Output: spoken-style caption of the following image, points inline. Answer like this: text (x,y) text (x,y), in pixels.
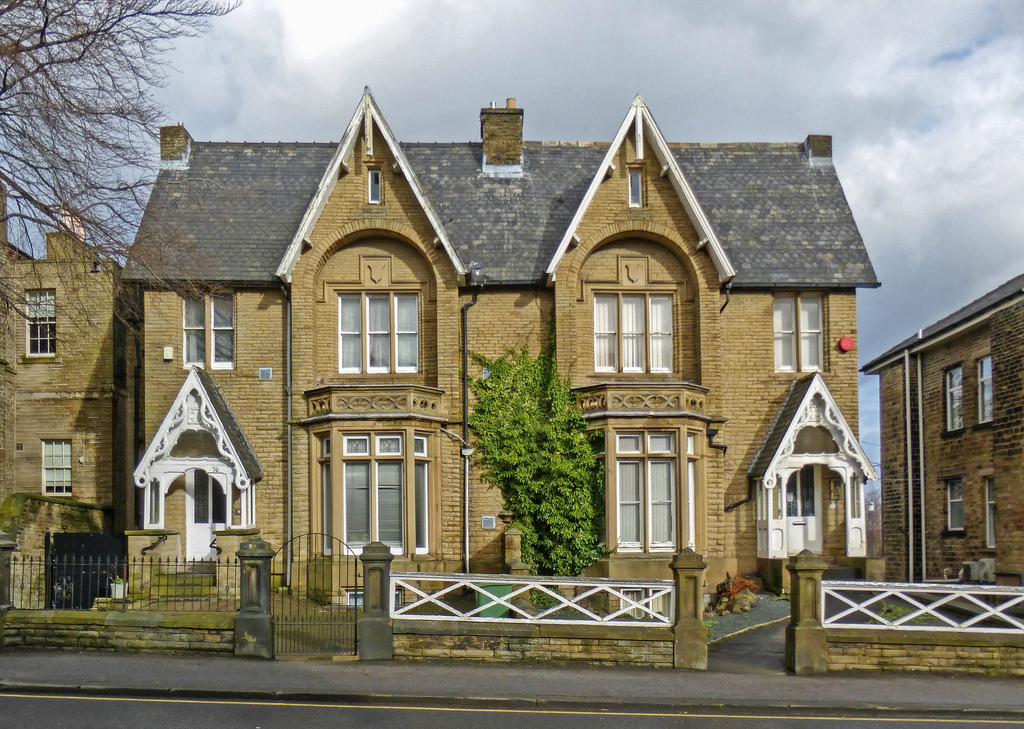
In this image we can see few buildings (349,415) with doors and windows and there are few trees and at the top (762,81) we can see the cloudy sky (899,118).
